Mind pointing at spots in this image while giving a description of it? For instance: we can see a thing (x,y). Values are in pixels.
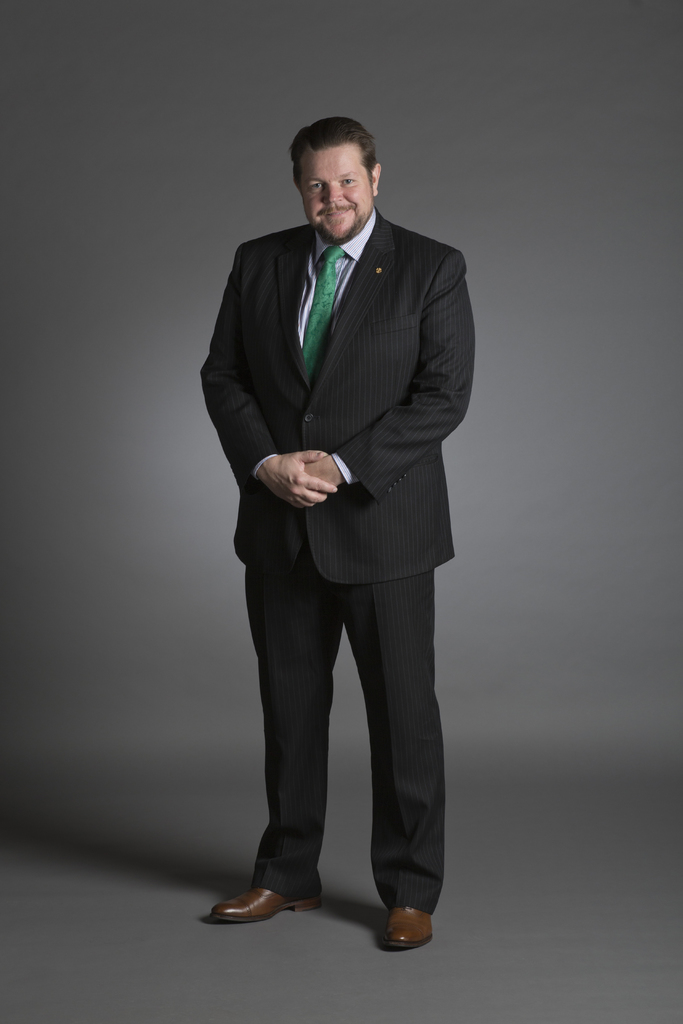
In the center of the image (301,489) there is a man (278,656) standing on the ground (356,923).
